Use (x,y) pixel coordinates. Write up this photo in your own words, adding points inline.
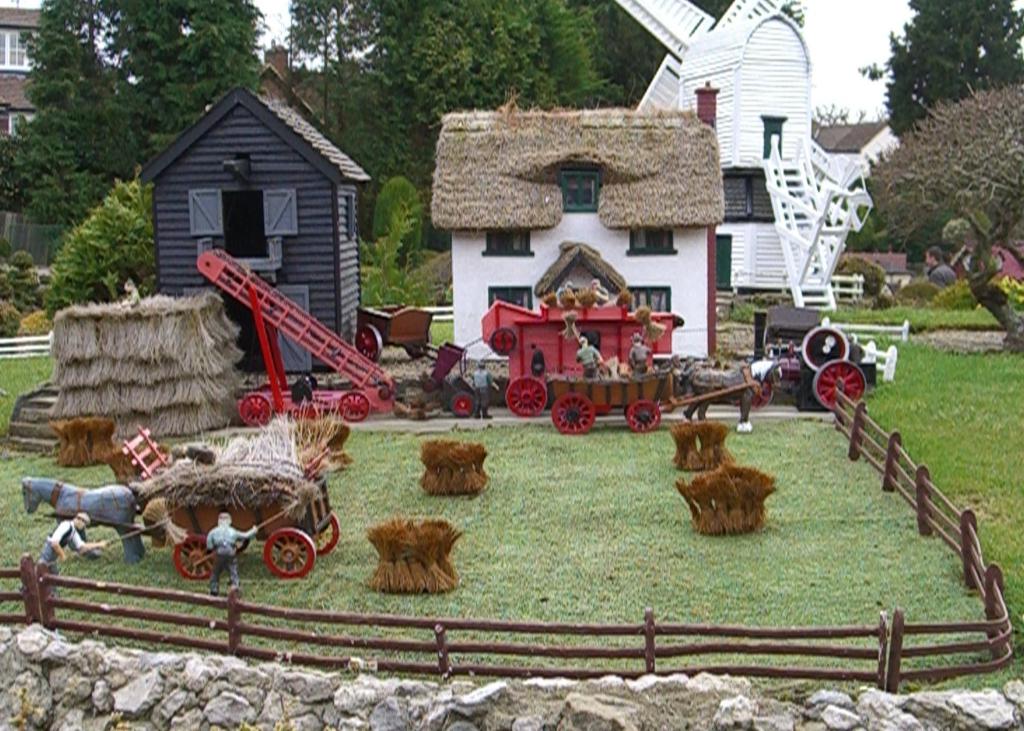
In this image I can see a toy vehicles (297,542), horse (106,497), buildings (548,246), fencing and dry grass (713,504). We can see trees (481,32), buildings (18,68) and windows (24,57). The sky (833,51) is in white color.
